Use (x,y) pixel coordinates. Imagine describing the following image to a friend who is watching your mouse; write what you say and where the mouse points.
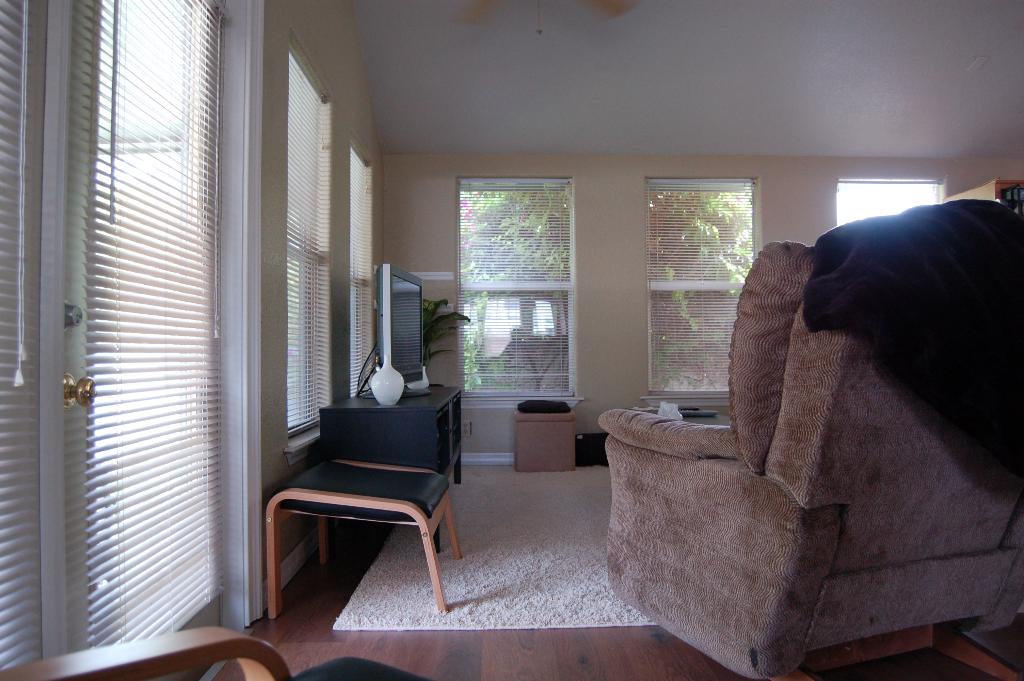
This image is clicked inside the house (282,406). To the right (734,539), there is a sofa (732,554) in brown color. To the left (146,326), there is a door (75,314). In the front (390,396), there is a TV (382,362) kept on the desk (415,410). In the background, there are windows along with window blinds (495,212). At the bottom (500,616), there is a floor mat (494,618).
